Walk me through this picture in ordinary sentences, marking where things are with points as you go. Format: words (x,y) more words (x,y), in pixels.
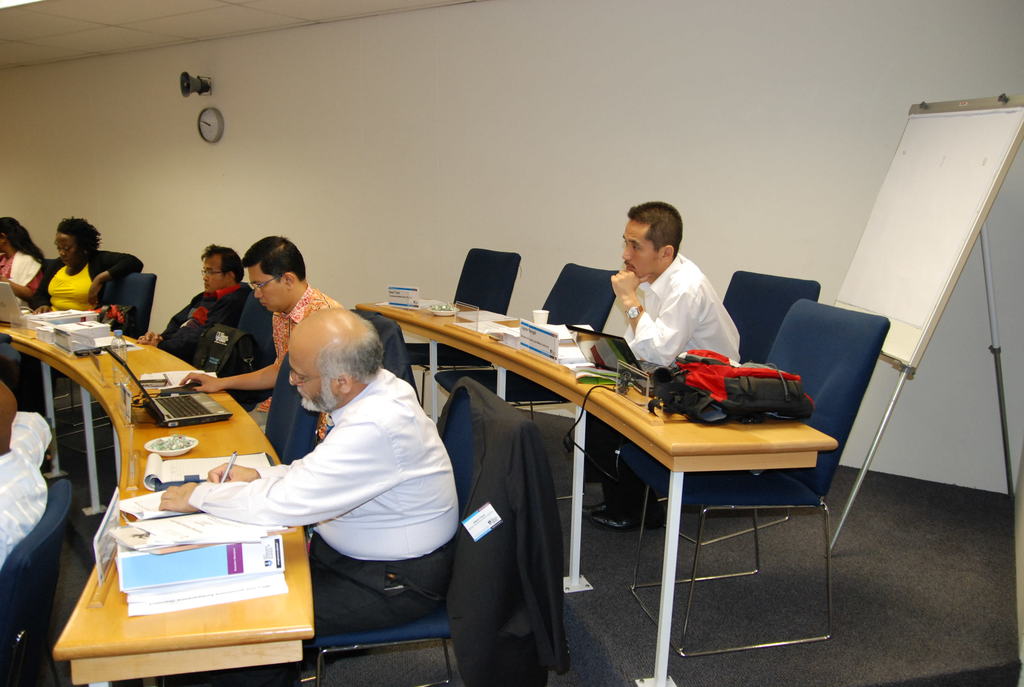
There are many people (276,372) sitting in the chairs (267,358) in front of a table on which some books (153,546), name plates (110,559), paper (183,523), plates (183,447) and laptops (203,422), were placed. In the right side (907,255) there is a white marker board (930,239). We can observe a wall (392,115) and a wall clock (221,130) in the background (298,144).
